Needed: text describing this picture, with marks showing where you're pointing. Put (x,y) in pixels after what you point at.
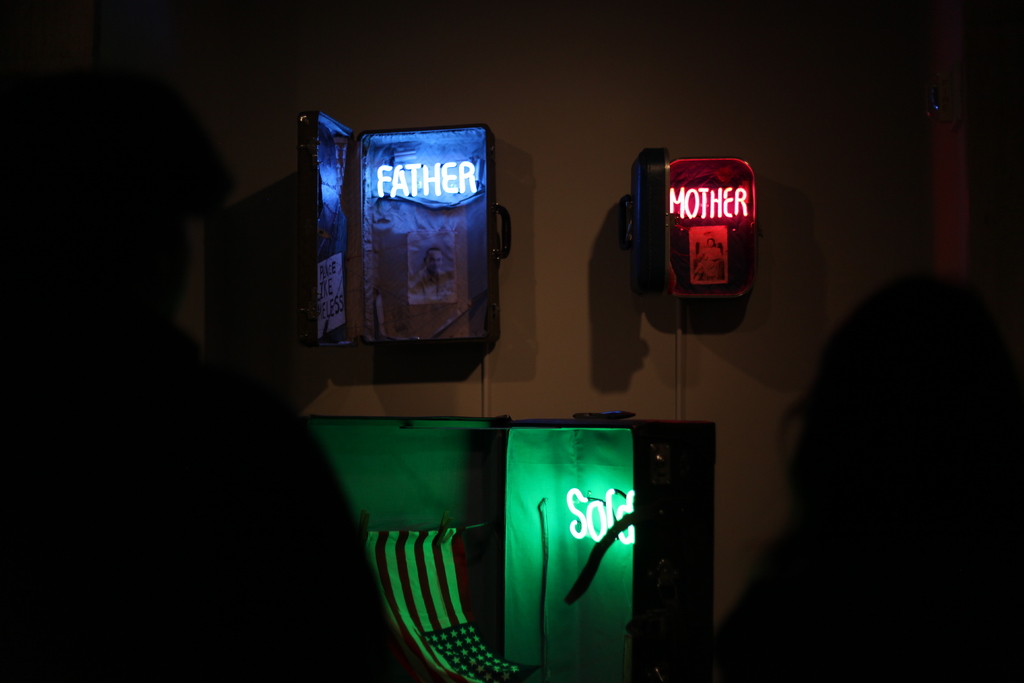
In this image in the center (636,238) there is one suitcase (662,251) and a box (742,279), at the bottom (502,542) there is another box (558,483) and on the boxes (659,546) there is text (415,170). And on the left side (308,443) there is one person's shadow (206,375) is visible, and in the background (724,101) there is wall (896,268) and on the right side (901,512) also there is another person's shadow (868,506) is visible.
